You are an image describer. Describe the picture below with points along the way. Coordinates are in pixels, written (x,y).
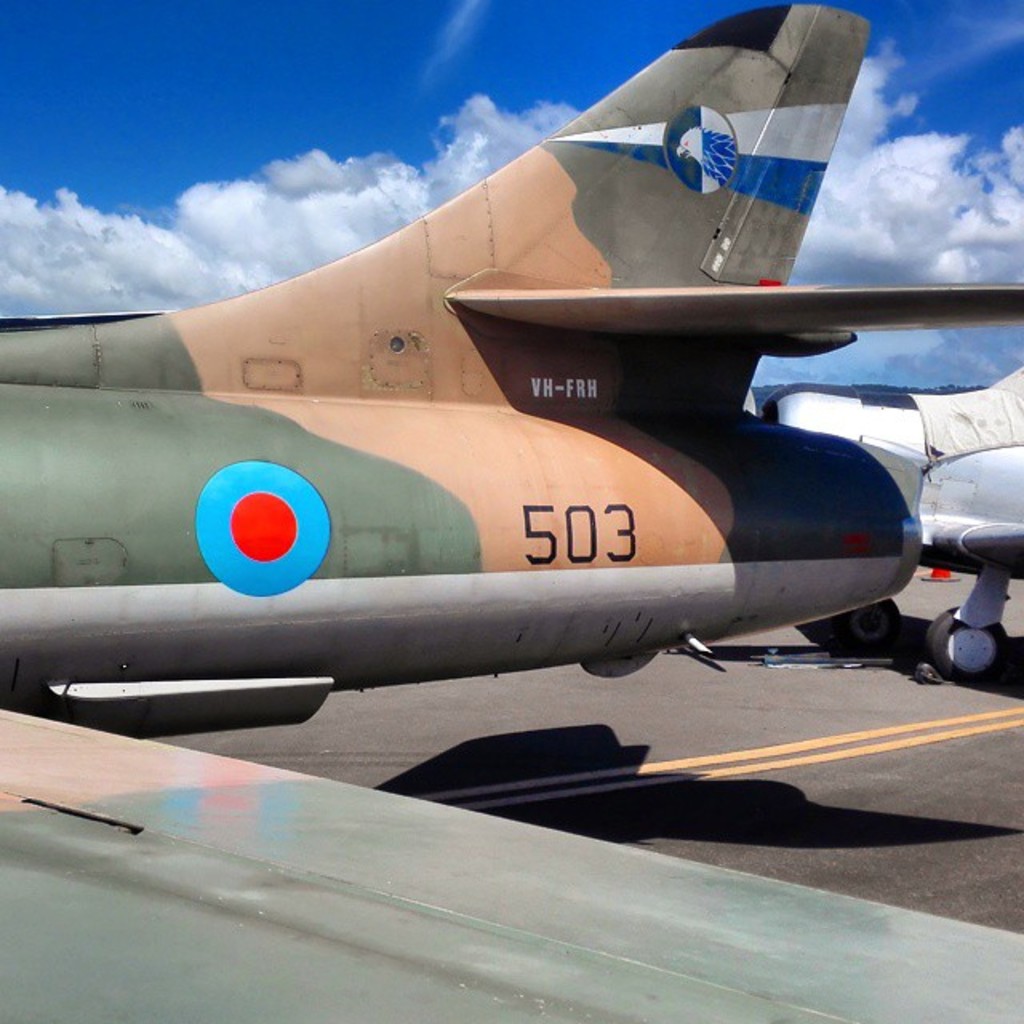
In this picture I can see 2 aircrafts (587,552) and on the left aircraft (431,390) I see few words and numbers (572,540) written and I see a logo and I see the road (757,804) on which there are yellow lines (673,769). In the background (446,108) I see the sky (951,166).
